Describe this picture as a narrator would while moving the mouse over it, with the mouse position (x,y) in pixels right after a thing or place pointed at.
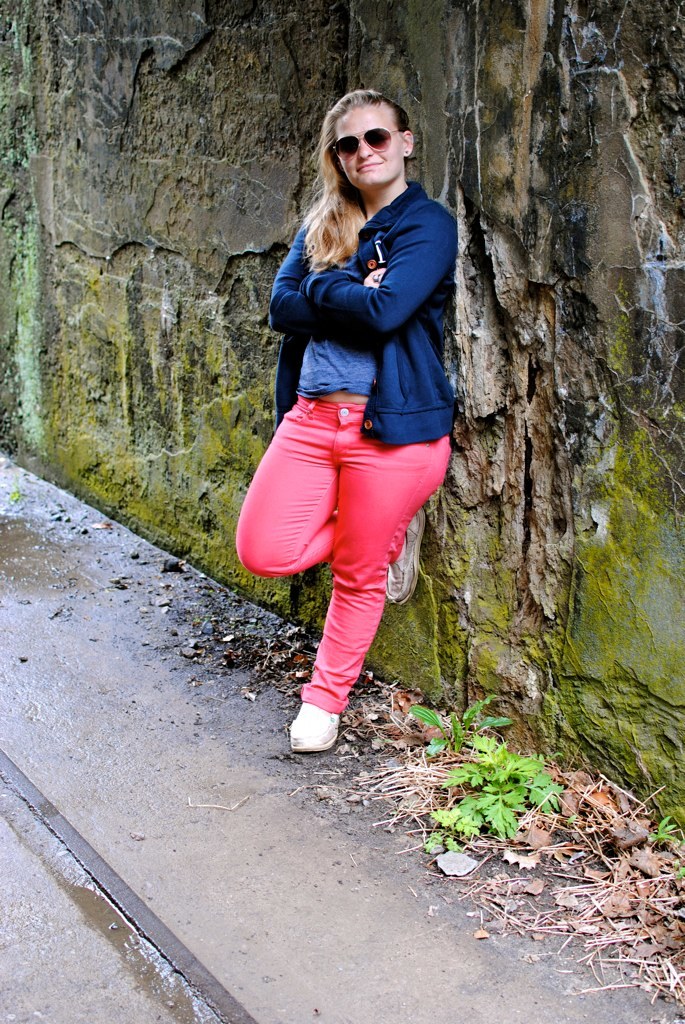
In this image I can see a woman (305,362) is standing. I can see she is wearing shades (396,129), blue colour jacket (392,347), pink pant (354,509) and white shoes (322,728). I can also see green and black colour wall (467,222) in background (552,255).
